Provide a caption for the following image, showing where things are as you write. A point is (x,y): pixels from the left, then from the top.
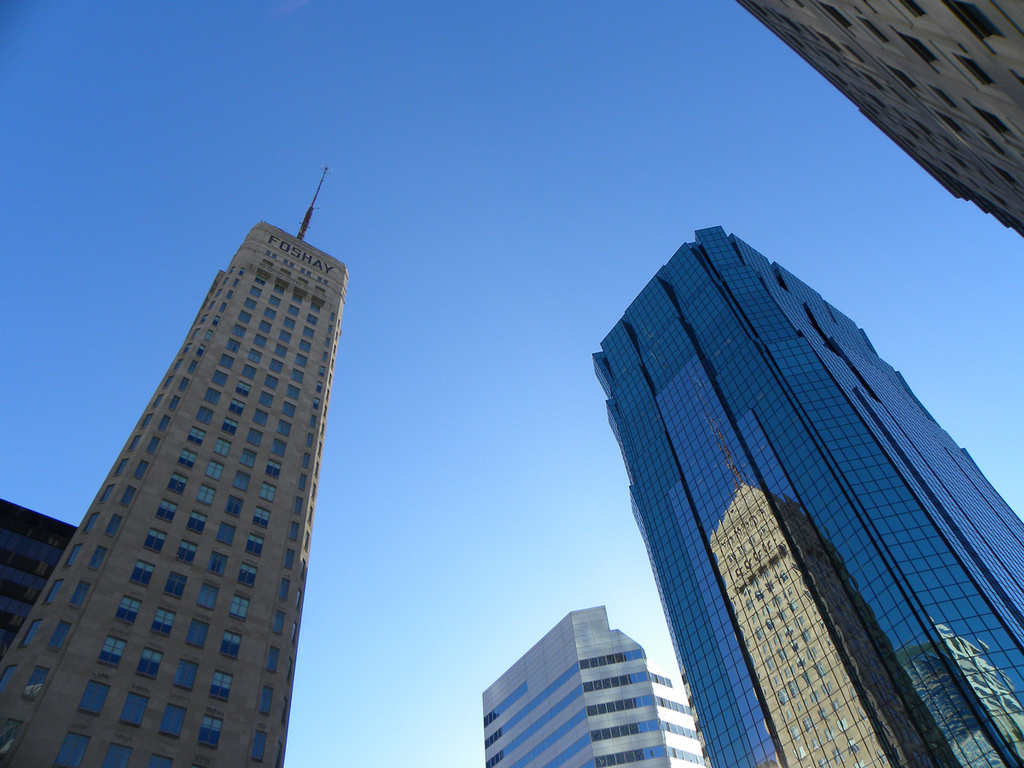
In this picture we can see buildings (808,532). In the background (468,409) there is sky (478,510).
